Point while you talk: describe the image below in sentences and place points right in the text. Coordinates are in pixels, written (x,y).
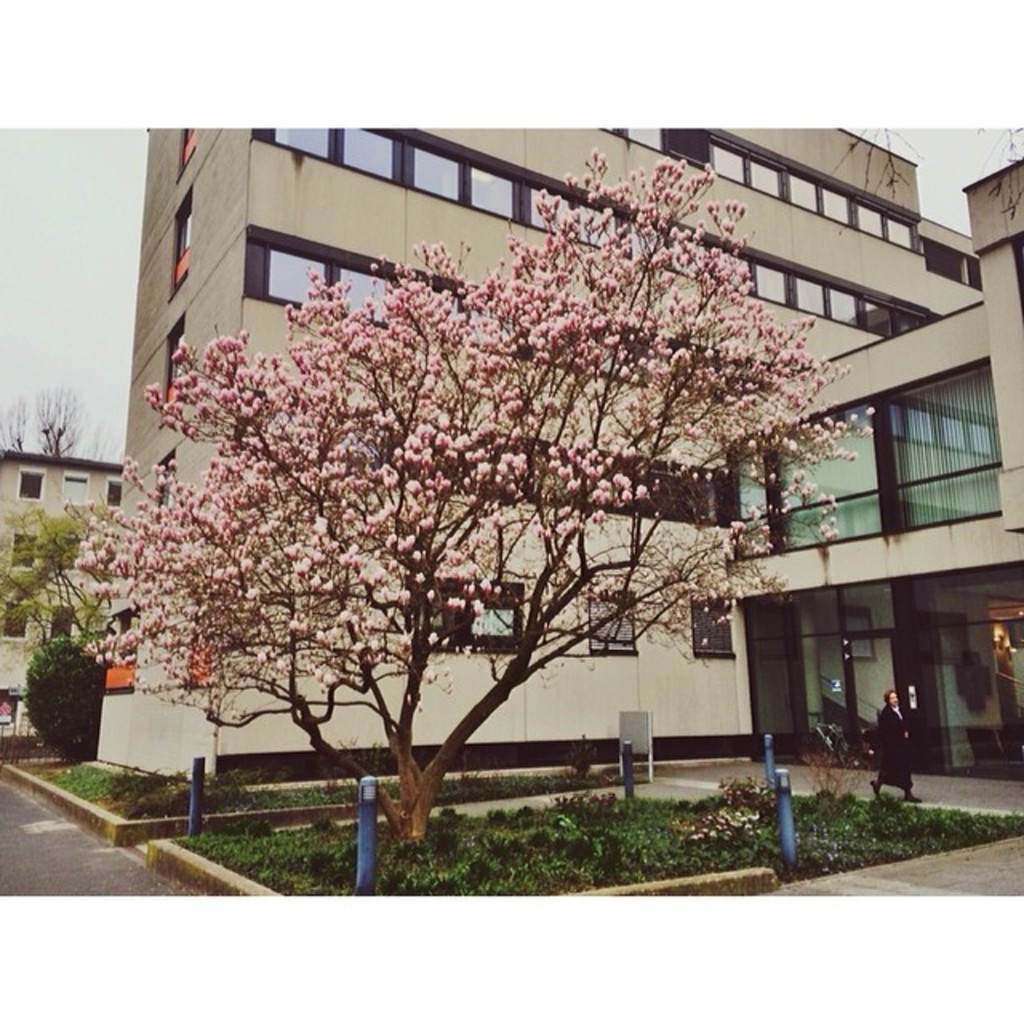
In this image I can see a tree (531,413) and a pink color flower (621,487). Back Side I can see a building (354,203) and glass window (369,156). I can see a person (892,753) walking and wearing black dress (896,744). I can see poles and a board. The sky (74,217) is in white color.
